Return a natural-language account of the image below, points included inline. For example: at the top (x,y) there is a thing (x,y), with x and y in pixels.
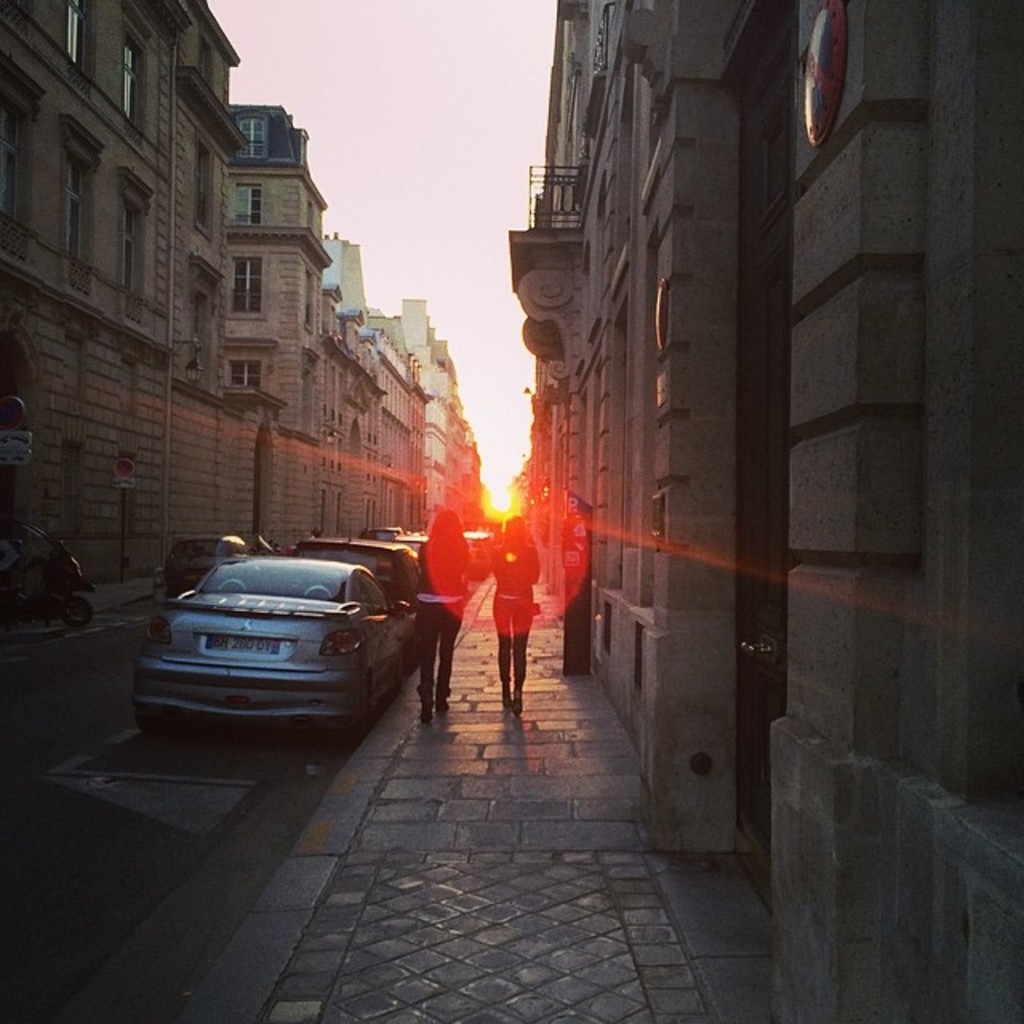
In this image I can see two persons (452,551) walking and I can also see few vehicles (335,655) on the road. In the background (421,445) I can see few buildings (289,402) and the sky (438,79) is in white color and I can also see the sun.
